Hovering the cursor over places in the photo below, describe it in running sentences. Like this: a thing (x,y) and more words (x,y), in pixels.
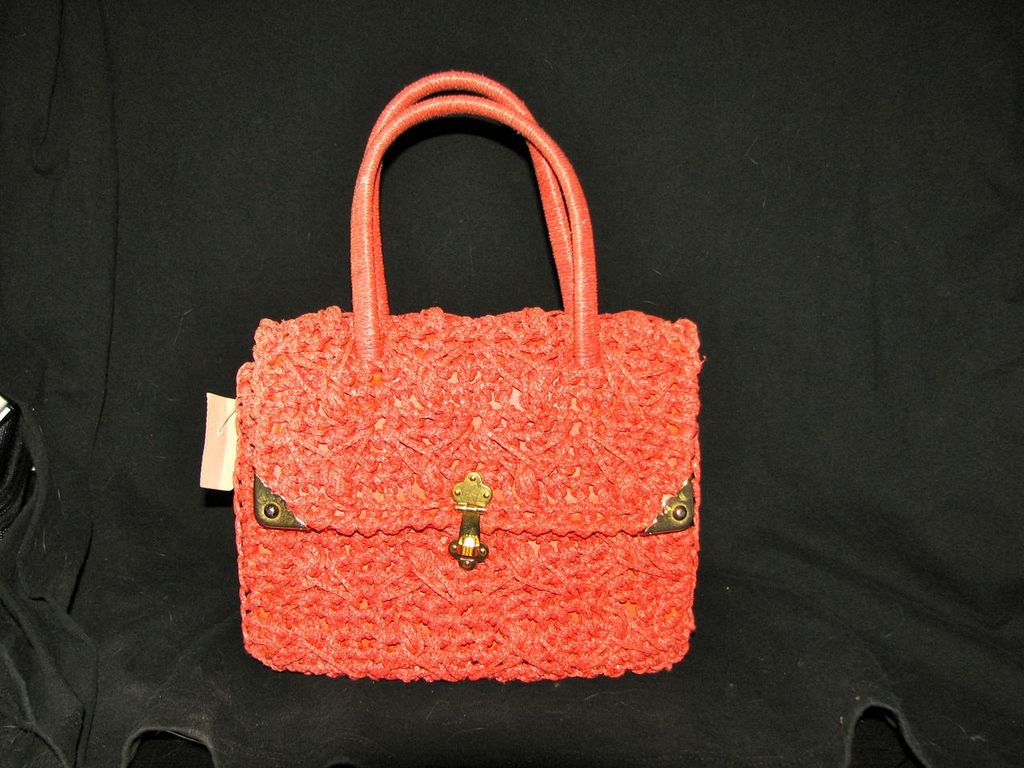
there is a red color handbag (520,448).
